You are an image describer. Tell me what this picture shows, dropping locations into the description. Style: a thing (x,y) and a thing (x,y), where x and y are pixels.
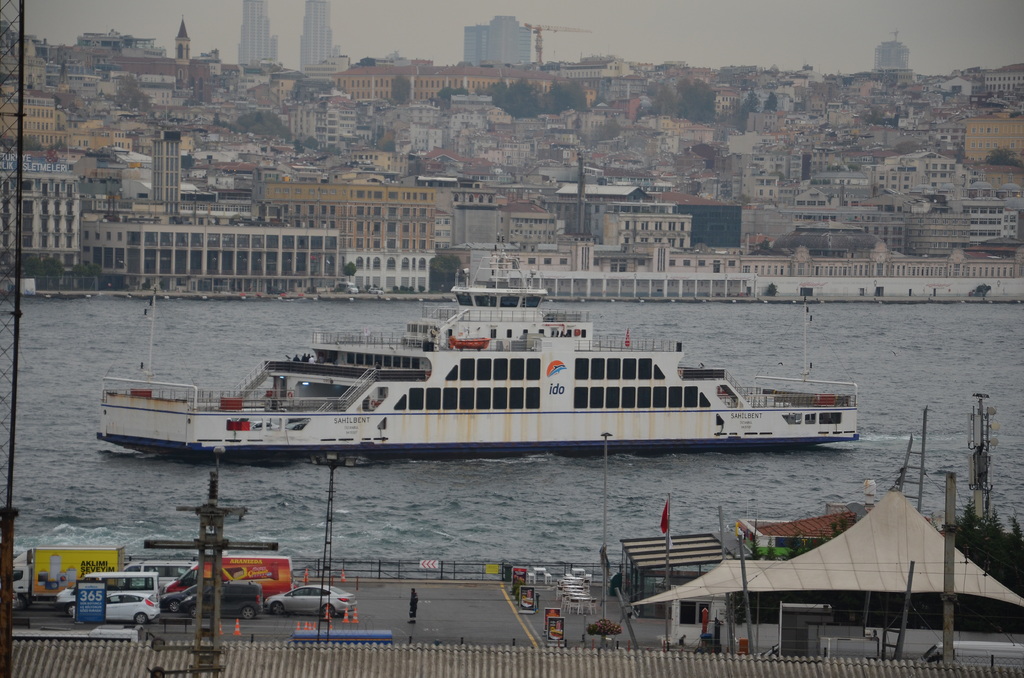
This is the picture of a city (691,540). In this image there is a ship (484,428) on the water (497,496). In the foreground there are vehicles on the road (369,617) and there is a person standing on the road (430,629). At the back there are buildings (739,149), trees (1015,572), poles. At the top (652,46) there is sky (762,46). At the bottom (471,668) there is a roof (453,666).
